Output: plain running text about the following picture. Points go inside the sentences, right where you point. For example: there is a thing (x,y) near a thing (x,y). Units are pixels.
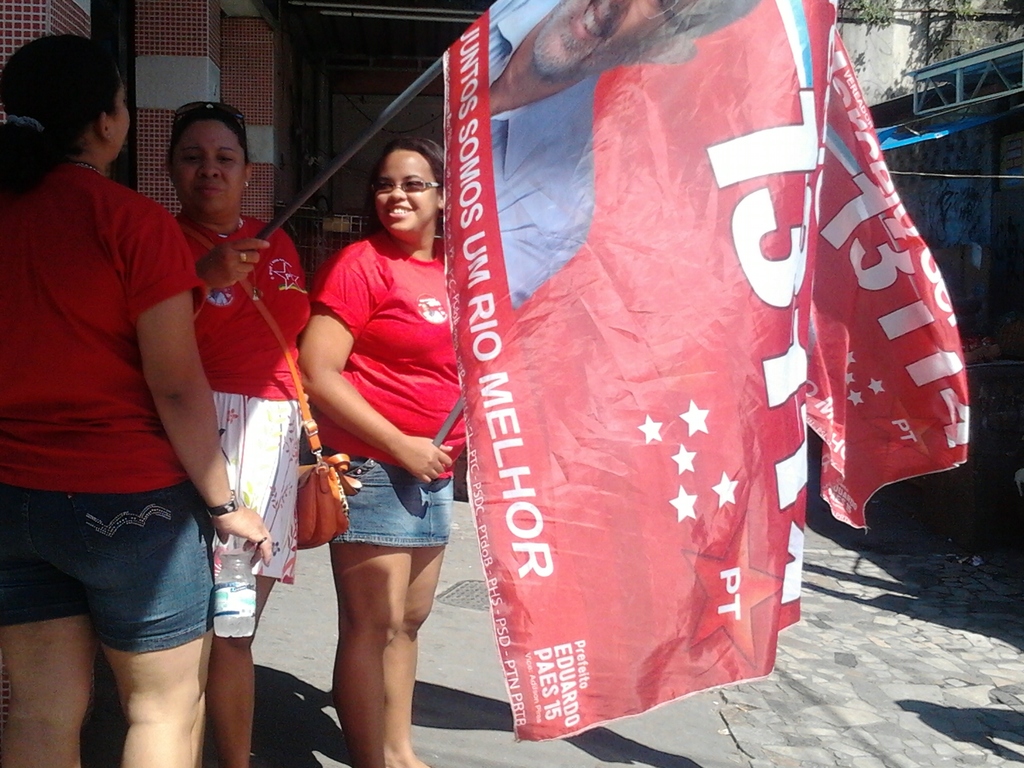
In this image I can see three persons (285,335) standing. In the middle (381,261) the person (276,391) is holding the banner (638,301) and the banner (654,356) is in red color. Background (204,93) I can see few pillars (272,97) and I can see few trees (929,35) in green color and the person (269,346) is wearing red and white color dress (259,360).
